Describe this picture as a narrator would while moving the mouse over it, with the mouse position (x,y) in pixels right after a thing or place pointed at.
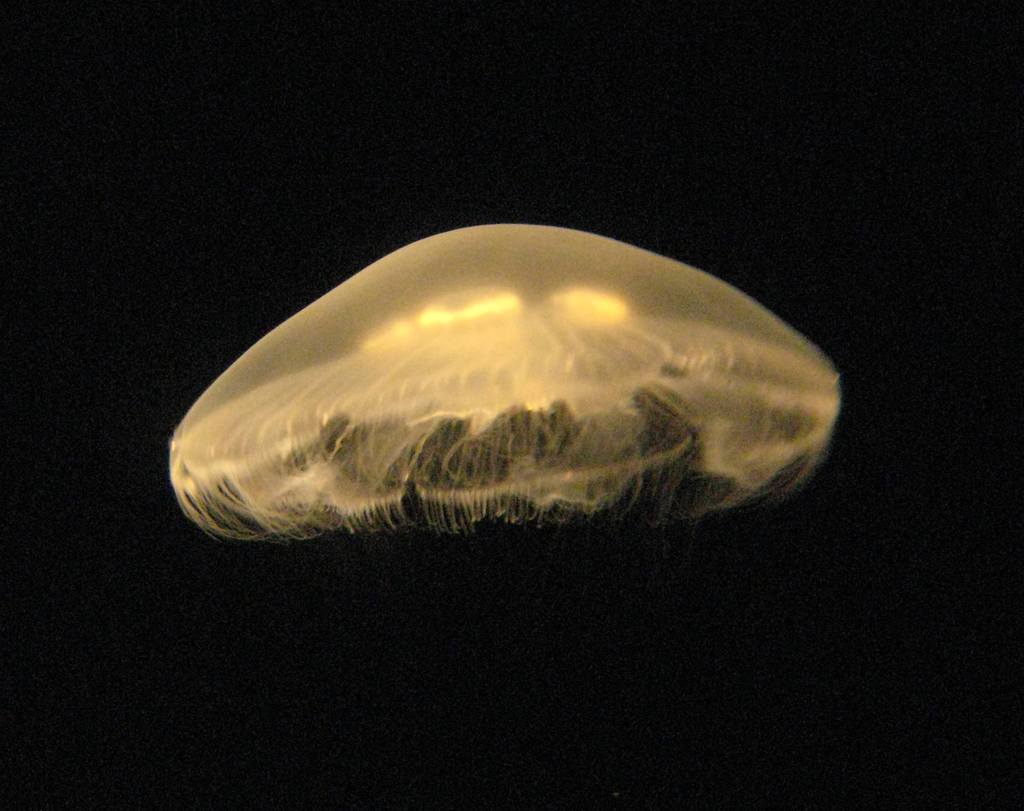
There is a jellyfish (474,386). In the background (251,177) it is dark.
